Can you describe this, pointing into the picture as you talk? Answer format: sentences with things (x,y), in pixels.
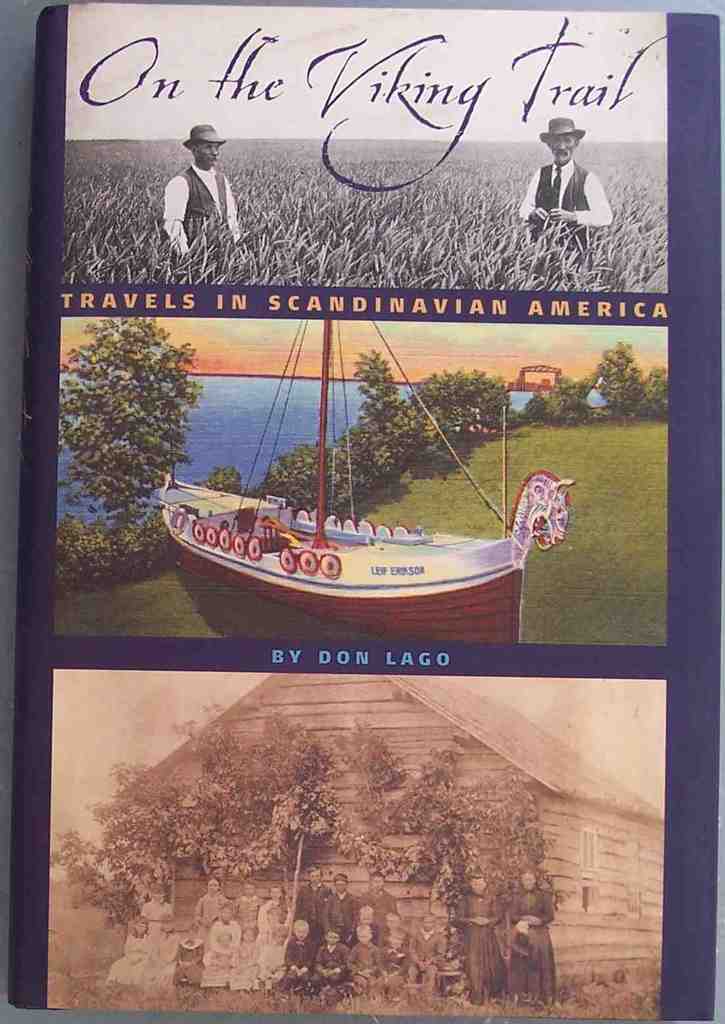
In this image I can see the white colored surface (7,79) and on it I can see a book (372,303) and on the cover page (299,479) of the book (282,426) I can see the collage image (264,219) in which I can see two persons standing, a boat (416,549), the water (260,412), the sky (318,364), few trees (153,400) and few persons (375,899) standing and few persons (299,944) sitting in front of the house (365,794).
